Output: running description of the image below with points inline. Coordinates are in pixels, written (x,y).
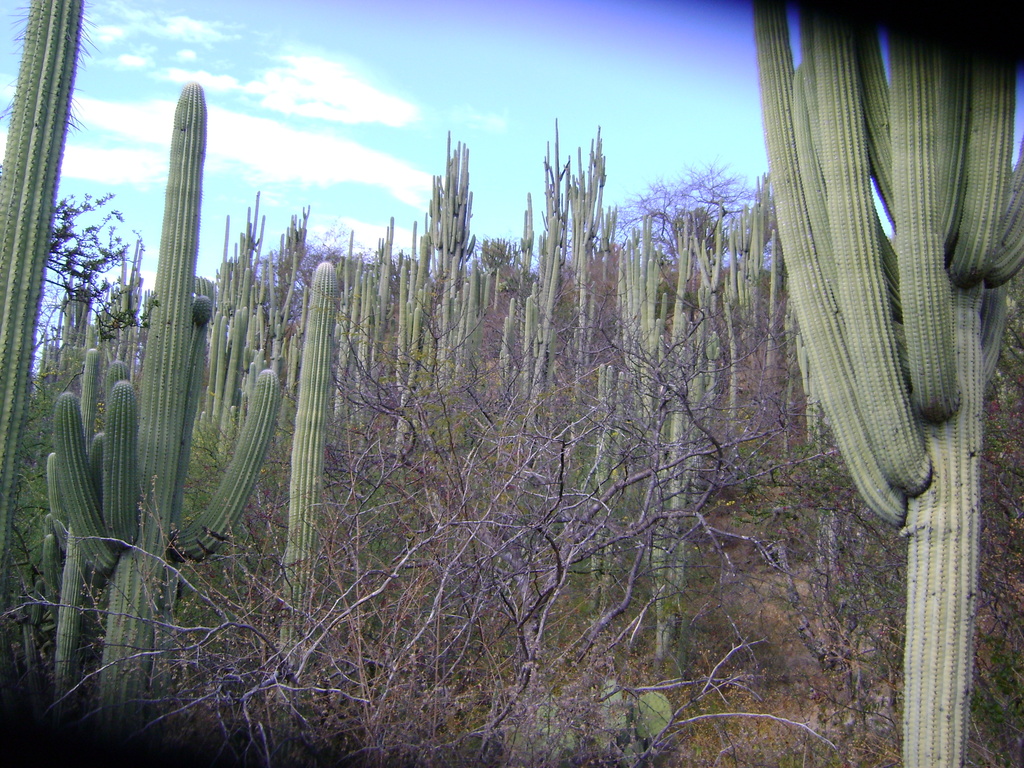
In this image I can see few dry trees (491,427) and few cactus (468,172) in green color. I can see the sky (442,86).
